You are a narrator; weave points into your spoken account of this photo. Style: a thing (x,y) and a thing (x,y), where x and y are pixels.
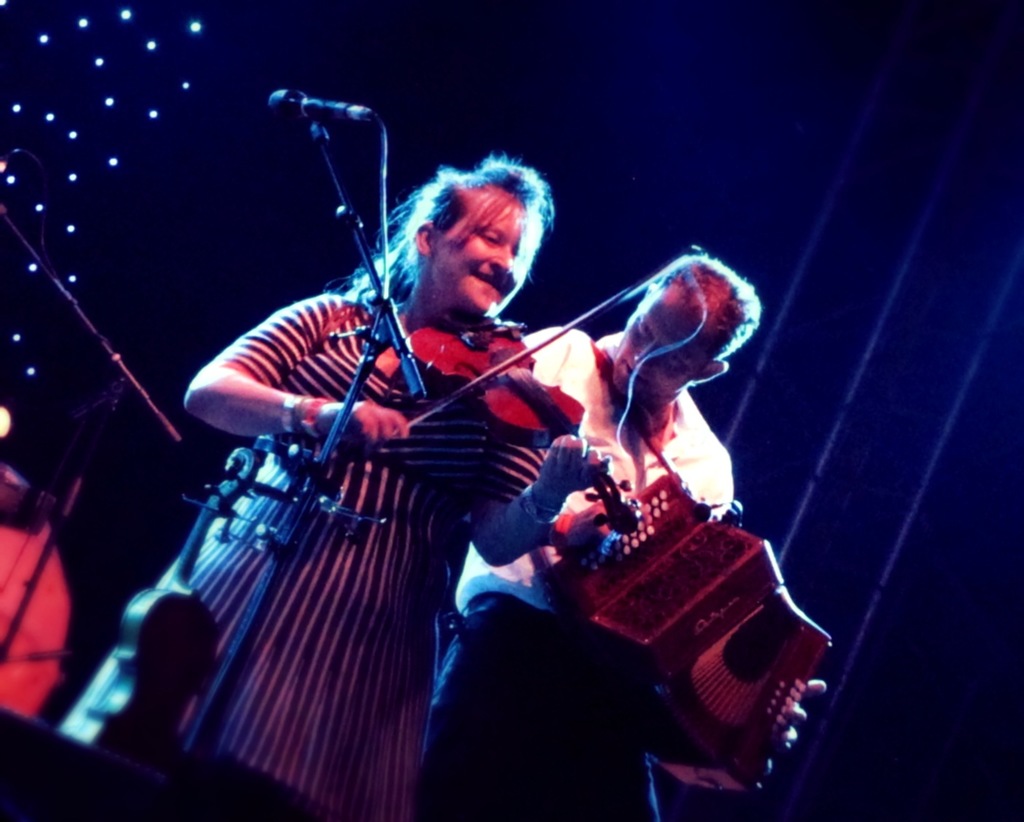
In this image we can see persons (255,393) standing and playing the musical instruments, there are some mics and lights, also we can see the background (820,790) is dark.
